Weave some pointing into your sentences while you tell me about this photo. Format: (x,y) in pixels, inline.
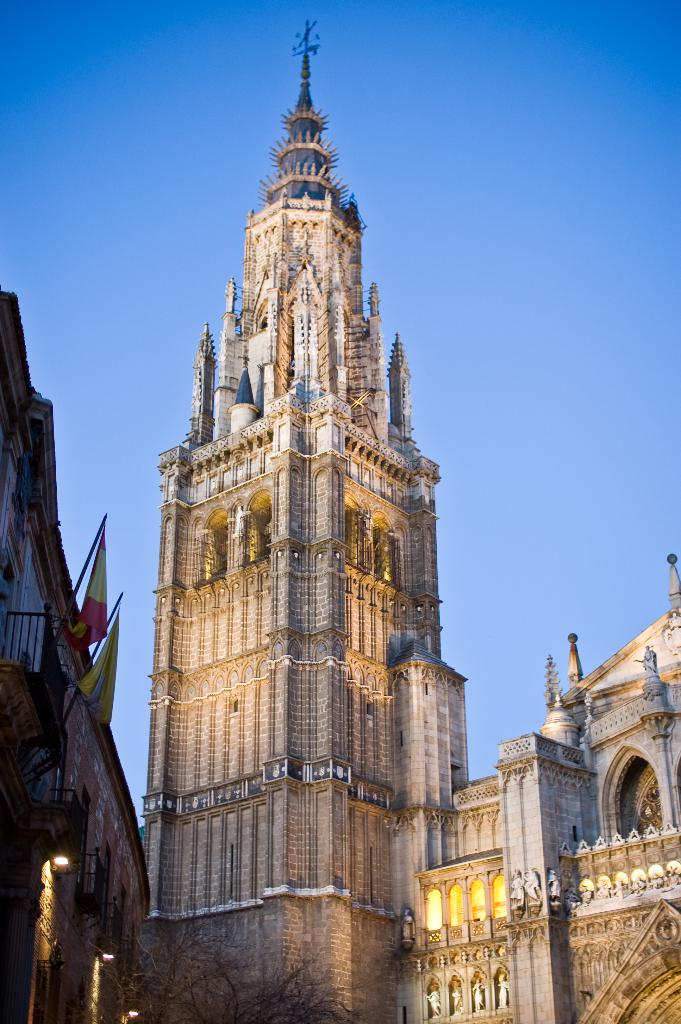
In the center of the image (319,492) there is a building (336,819). On the left side of the image (136,952) we can see flags (70,629), tree (267,1011) and building (102,864). In the background (227,205) there is a sky (42,339).
